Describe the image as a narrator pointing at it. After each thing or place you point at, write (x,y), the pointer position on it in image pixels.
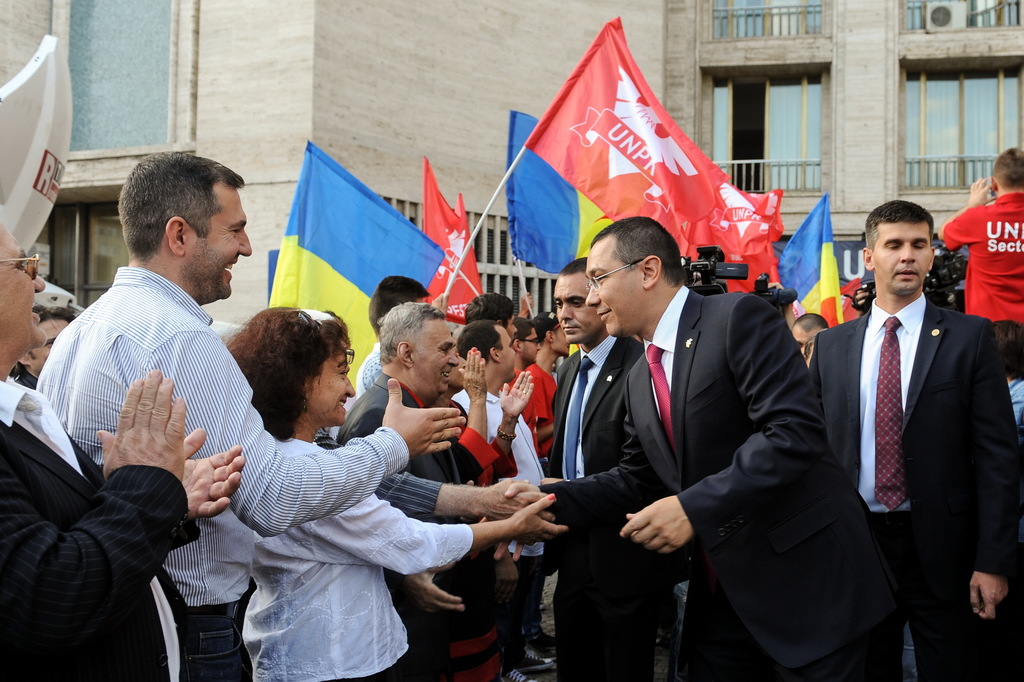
In this image there is a person (740,455) wearing a blazer (695,435) and tie (658,372). He is shaking his hand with the person (485,486). Few people (474,301) are on the road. Few people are holding the flags (533,234). Right side (767,289) few people (1015,304) are holding the cameras (745,276). Background there is a building (769,174) having balconies (804,164).
